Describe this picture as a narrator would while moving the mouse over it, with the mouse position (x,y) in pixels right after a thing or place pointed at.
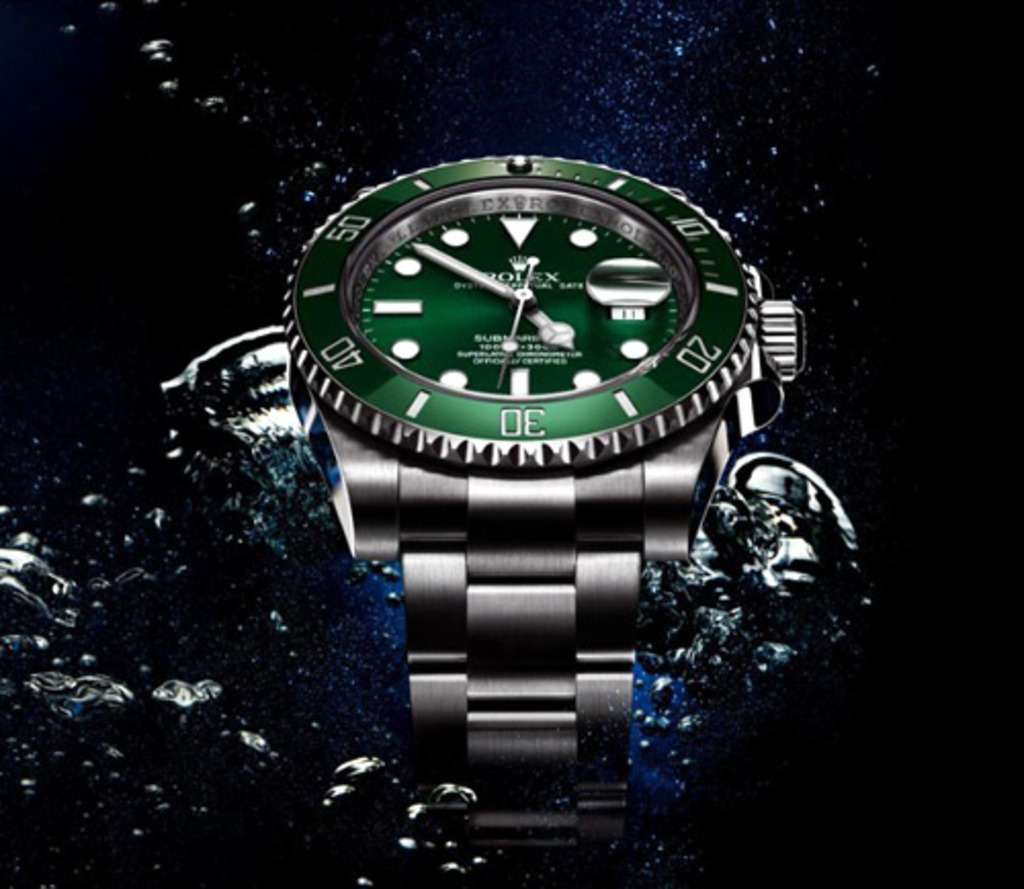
In this image we can see a watch (505,711) on the water (649,680). The background of the image (94,18) is dark.
